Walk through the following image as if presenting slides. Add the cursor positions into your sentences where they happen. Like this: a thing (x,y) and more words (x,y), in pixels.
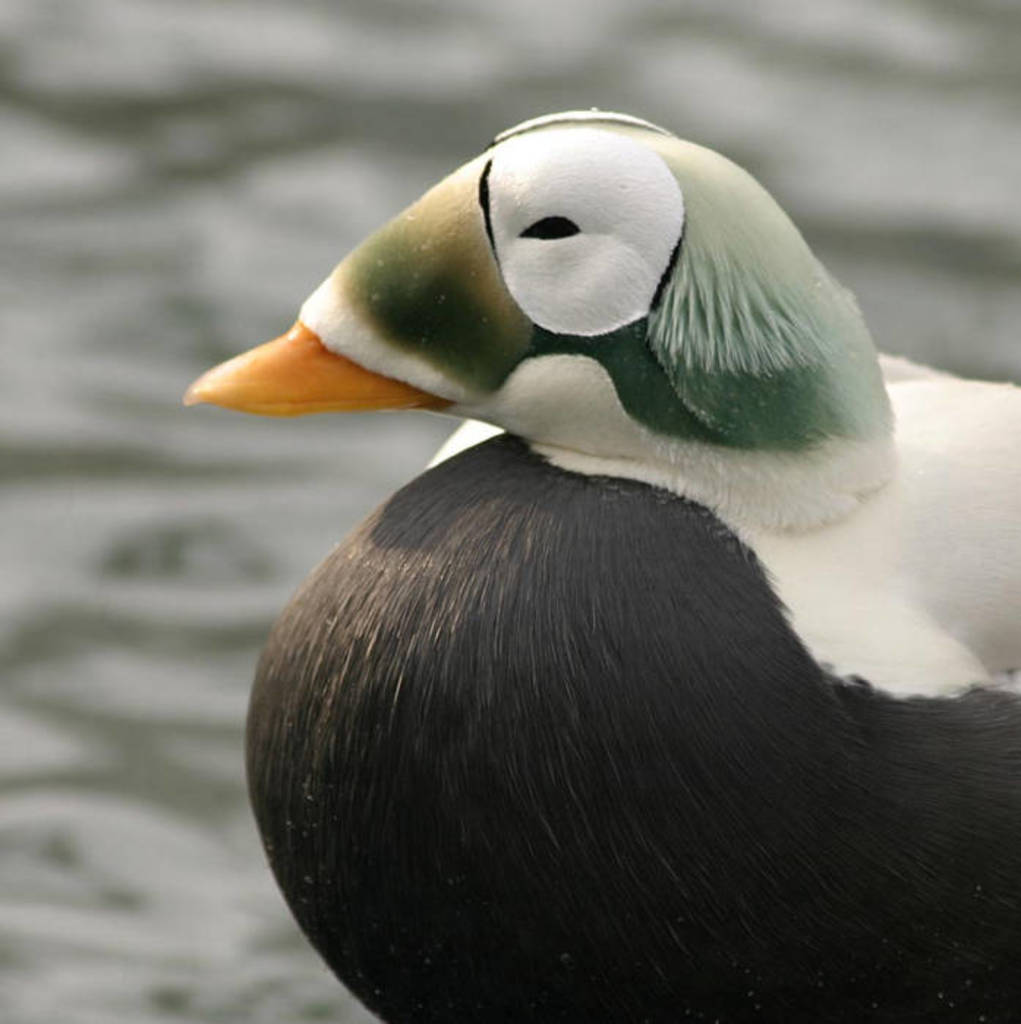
In this image I can see a beautiful bird (717,592), it is in black and white color.
